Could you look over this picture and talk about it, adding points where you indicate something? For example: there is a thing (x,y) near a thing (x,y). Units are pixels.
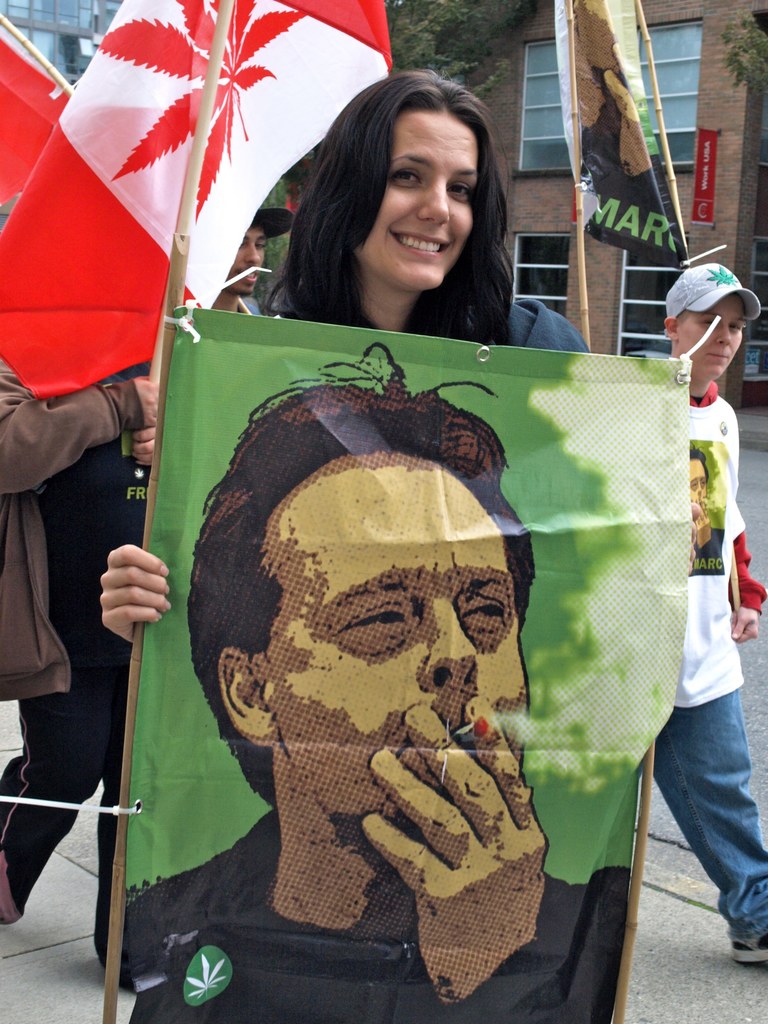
Here we can see four persons (332,246) and they are holding banners (435,525). In the background (401,22) we can see buildings (732,150) and trees (737,66).
